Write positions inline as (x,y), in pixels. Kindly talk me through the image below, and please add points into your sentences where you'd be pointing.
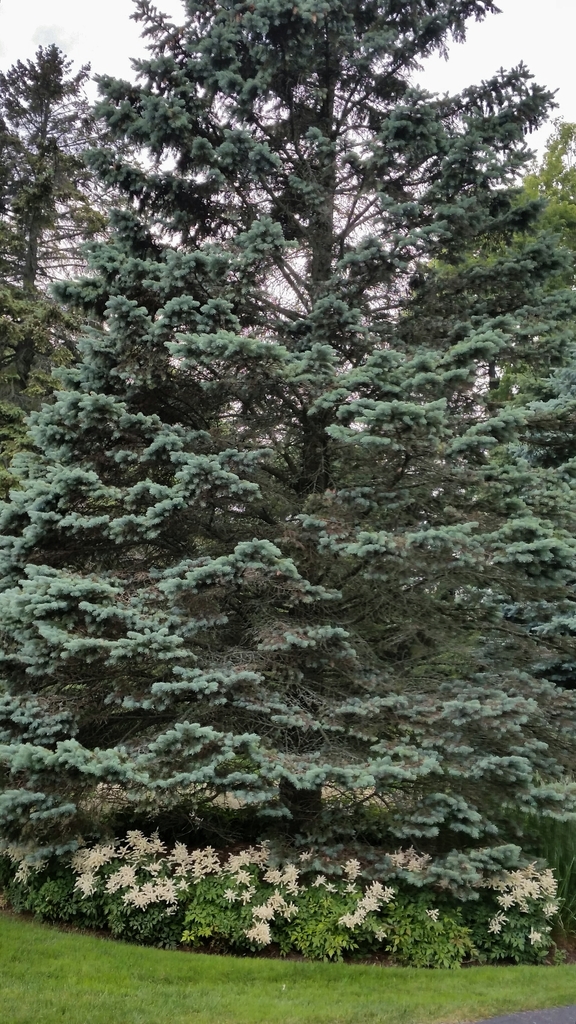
In the image we can see trees (298,466), plants (392,912), white flowers (292,868), grass (222,1013) and the sky (107,10).
